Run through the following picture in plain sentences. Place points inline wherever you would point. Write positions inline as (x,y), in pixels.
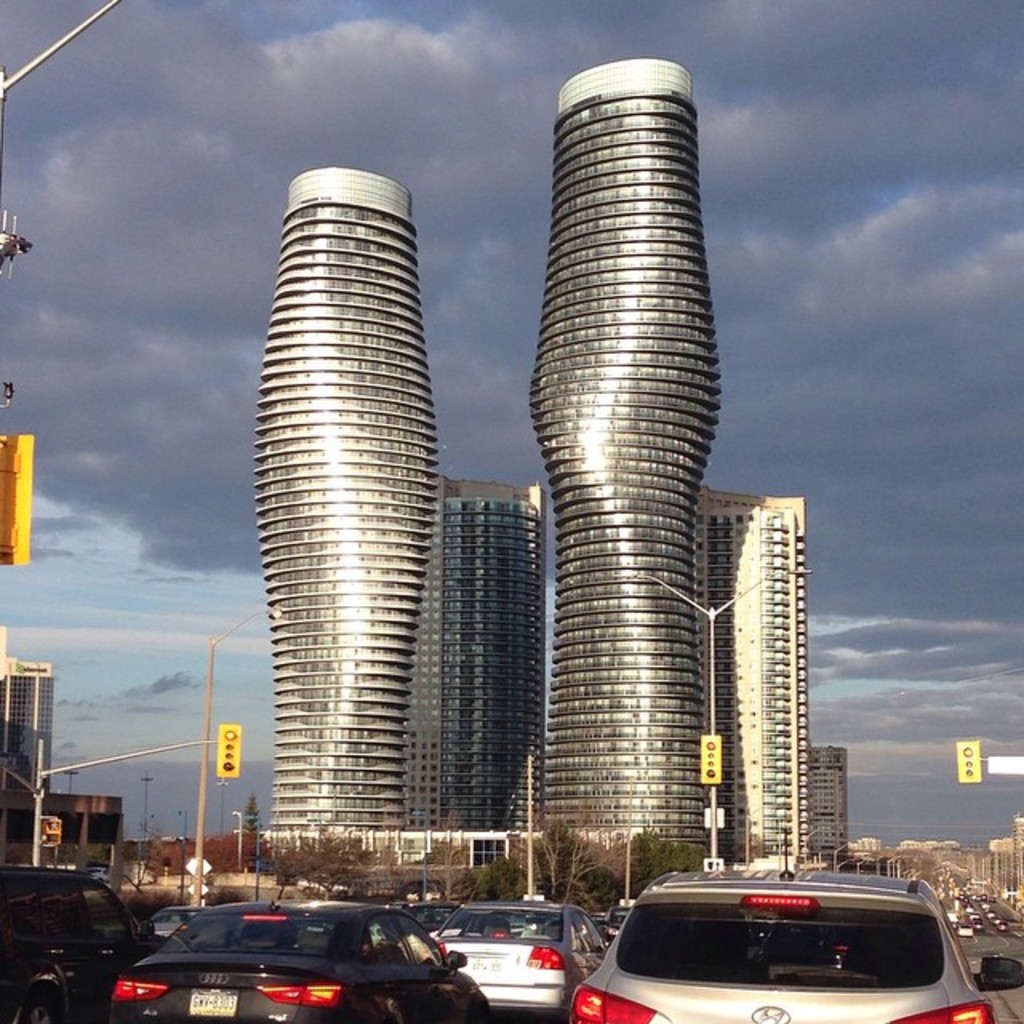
In this image I can see number of vehicles (796,969), poles (34,834), signal lights (232,768), buildings (343,682), trees (539,878), clouds (974,189) and the sky (92,649).
